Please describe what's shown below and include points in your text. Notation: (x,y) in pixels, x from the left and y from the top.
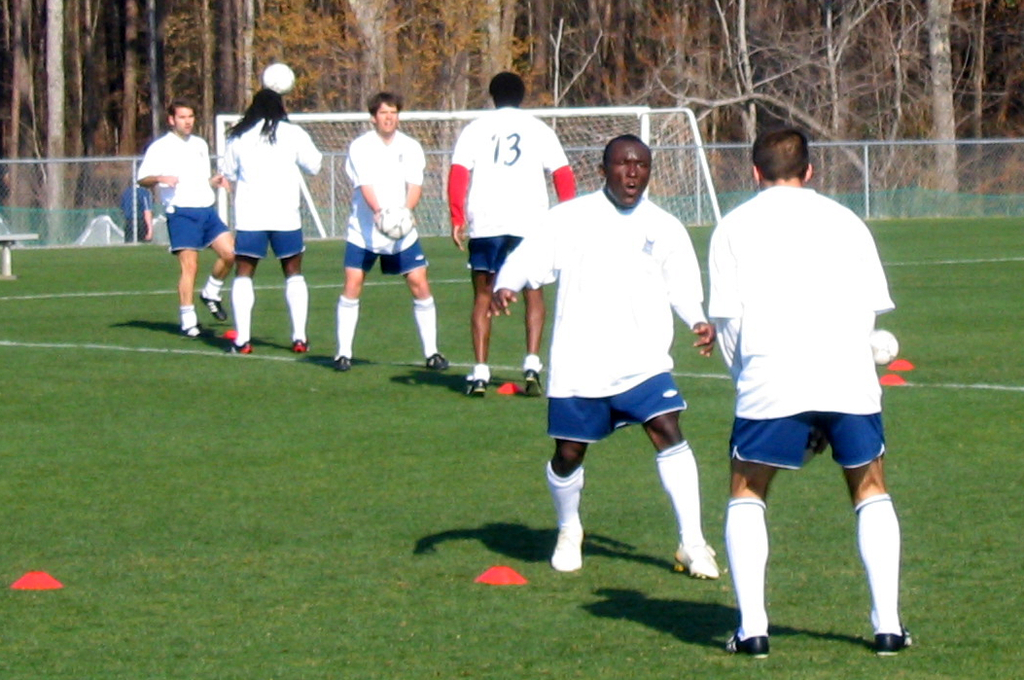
On the football ground (279,439) there are six man (667,306) standing. There are wearing white color t-shirt (500,180). On the ground (503,374) there are some red color items (27,585). In the background (683,175) there is a net (683,175) and many trees (527,61).
